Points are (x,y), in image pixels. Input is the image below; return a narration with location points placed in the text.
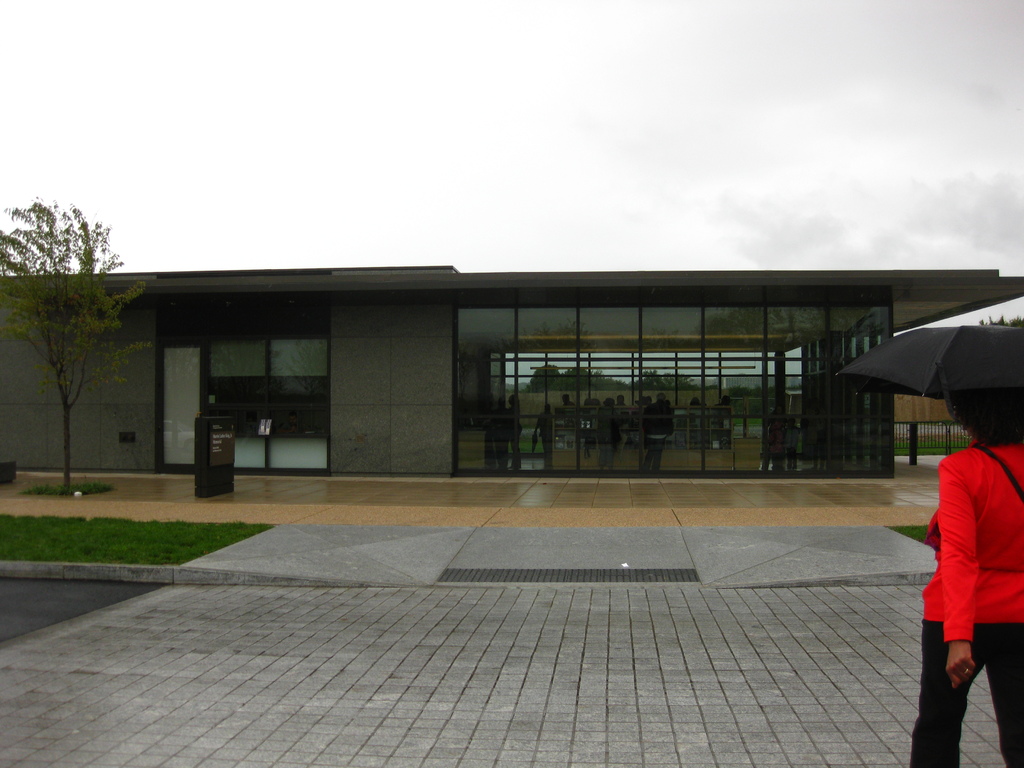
On the right side (995,558), there is a person (990,485) in red color top (974,503), holding an umbrella (968,381) and walking on the road (968,755). In the background (54,539), there is grass (97,529) on the ground (201,547), there is a tree (72,336), building (460,321) which is having glass windows (785,367) and glass doors (825,460) and there are clouds (542,150) in the sky (322,187).
